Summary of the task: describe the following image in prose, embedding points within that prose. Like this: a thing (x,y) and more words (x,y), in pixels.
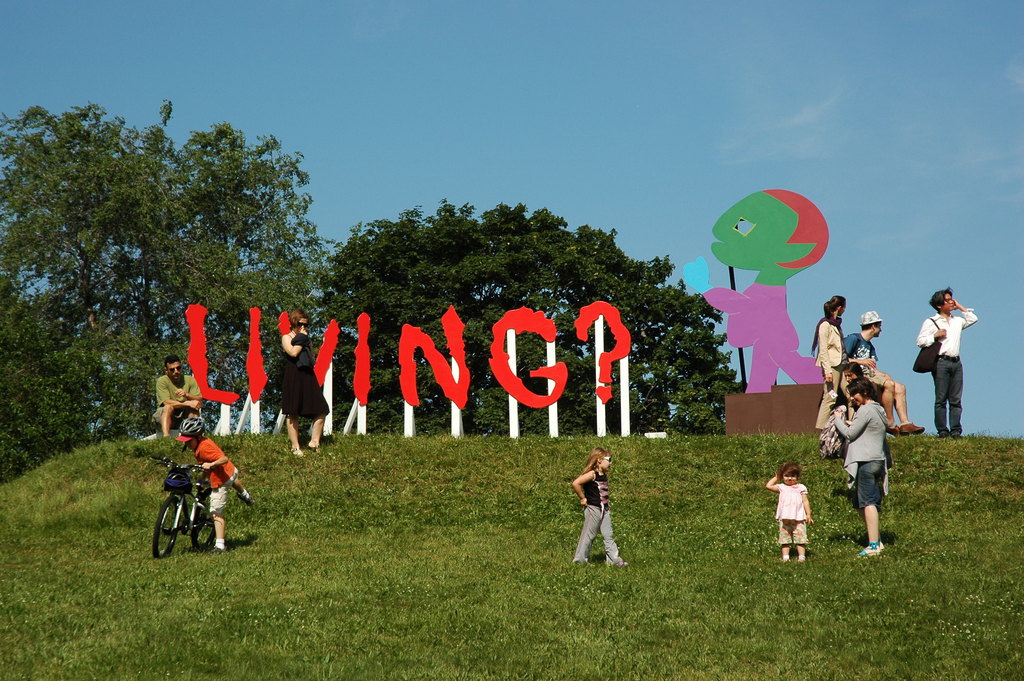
This image is taken outdoors. At the bottom of the image (311,605) there is a ground (142,517) with grass (487,545) on it. At the top of the image (455,106) there is a sky (496,101) with clouds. In the background (165,340) there are a few trees (167,311) and there is a cartoon (719,291) and a text (355,396) on the ground (617,441). In the middle of the image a few people (949,396) are standing on the ground (693,525), a girl (586,490) is walking on the ground (517,538), and two men (163,411) are sitting and there is a bicycle (186,509).
